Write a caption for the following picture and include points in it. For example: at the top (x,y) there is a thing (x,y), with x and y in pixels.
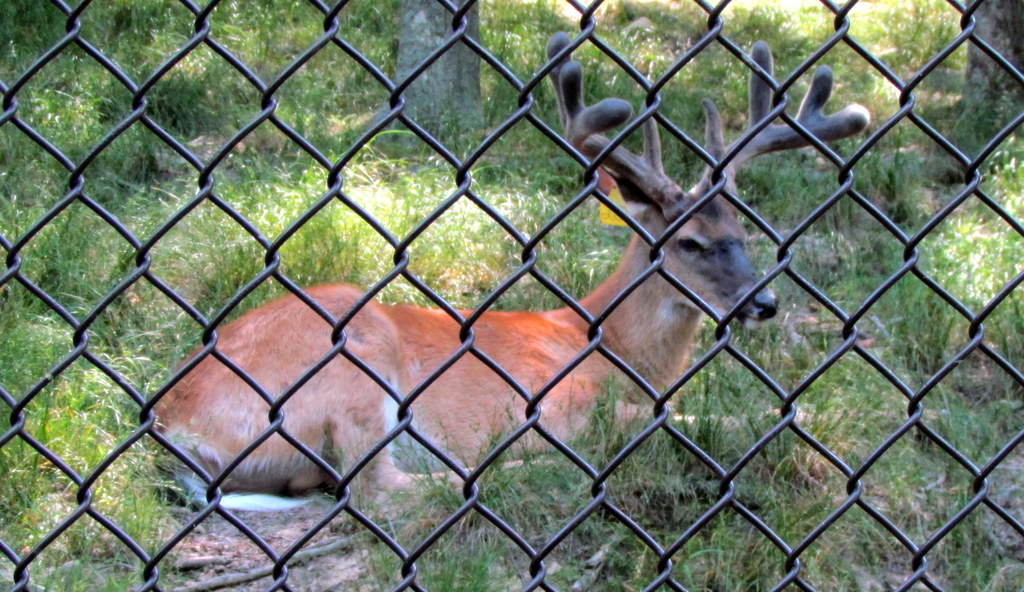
In this image we can see an animal (510,345) lying on the ground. In front of the animal (387,365) we can see a fencing (593,328). Behind the animal (355,329) we can see the grass (429,273) and the trunks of the trees (403,136).
